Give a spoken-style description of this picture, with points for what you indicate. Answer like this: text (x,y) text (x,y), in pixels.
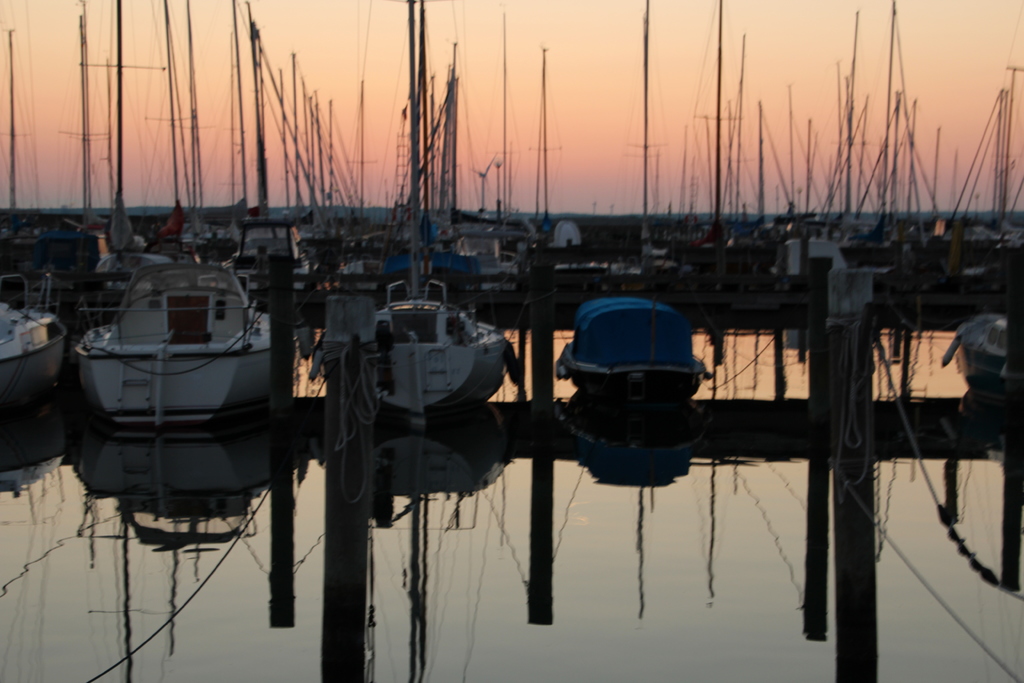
At the bottom of the image (739,555) there is water (816,503). On the water (566,499) there are many boats (405,323) with poles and ropes (855,327). And also there are wooden poles (532,270) in the water (304,365). Behind the boats (420,162) there is sky (641,166) in the background (575,70).
